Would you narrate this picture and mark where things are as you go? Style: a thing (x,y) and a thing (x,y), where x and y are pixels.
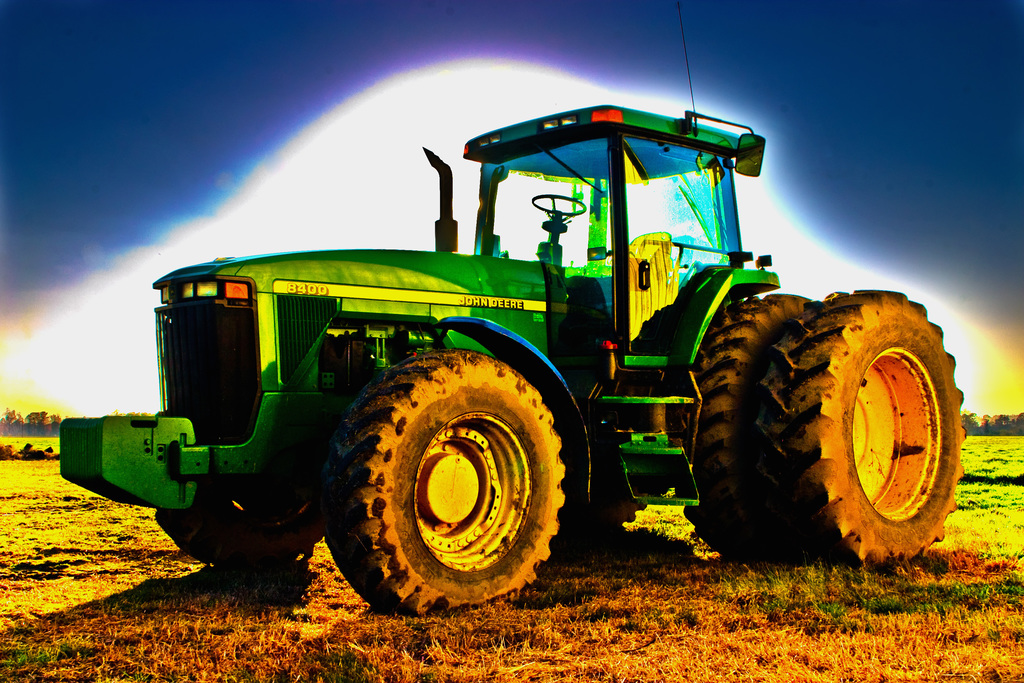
In this image I can see a green colour vehicle (664,446) in the centre (603,440). I can also see an open grass ground (575,545).
